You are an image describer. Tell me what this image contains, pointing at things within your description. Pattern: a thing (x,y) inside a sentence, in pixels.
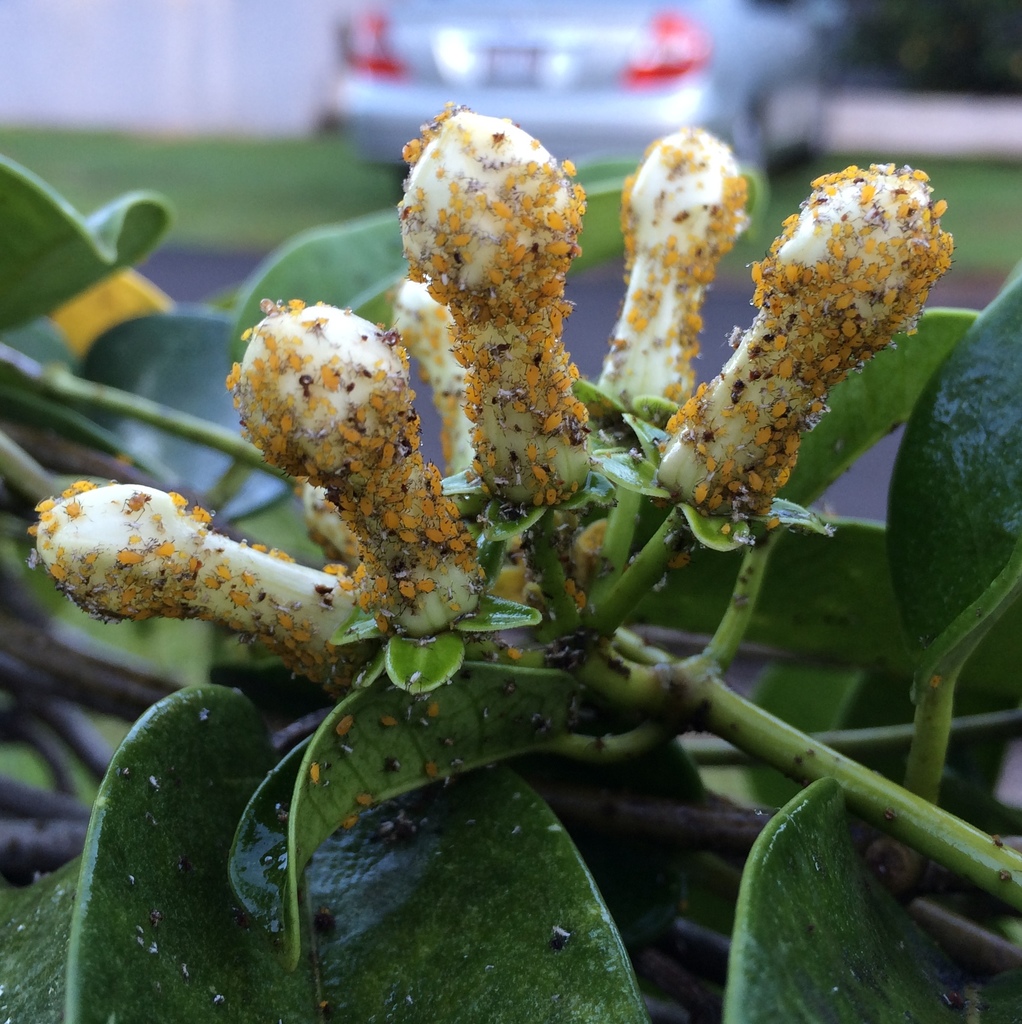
In this image I can see green colour leaves (74,875) and few white colour things (662,215). In the background (584,82) I can see a car (591,139) and I can see this image is little bit blurry from background (546,7).
